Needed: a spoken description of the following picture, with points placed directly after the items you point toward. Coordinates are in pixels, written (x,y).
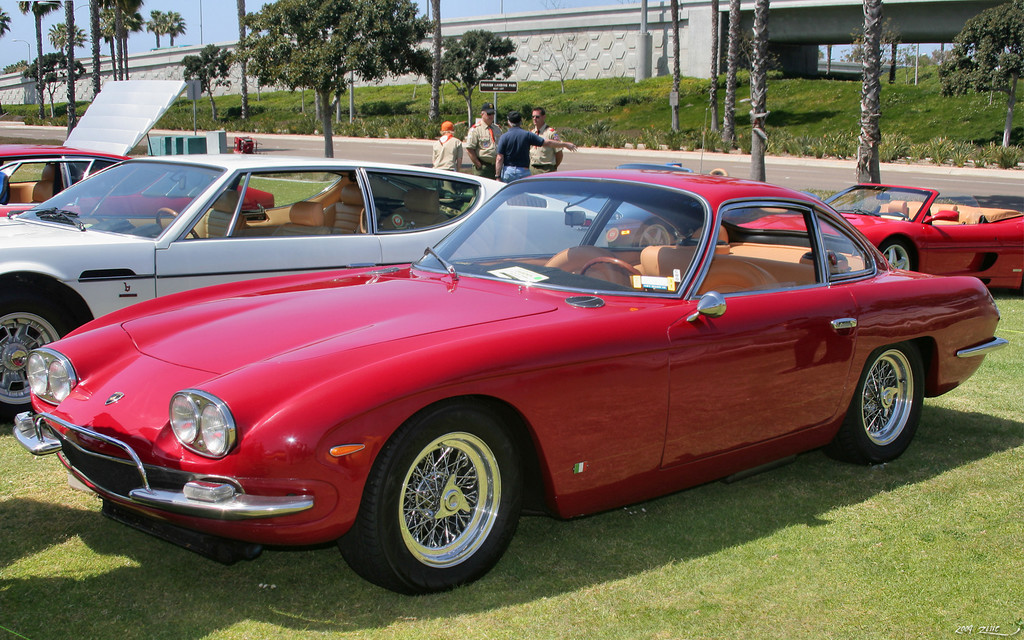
In this image I can see a car (450,385) which is red in color on the grass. In the background (267,269) I can see few other cars (260,249), few persons (534,141) standing, few trees (314,25), a bridge (701,47), the road (383,157) and the sky (498,10).
